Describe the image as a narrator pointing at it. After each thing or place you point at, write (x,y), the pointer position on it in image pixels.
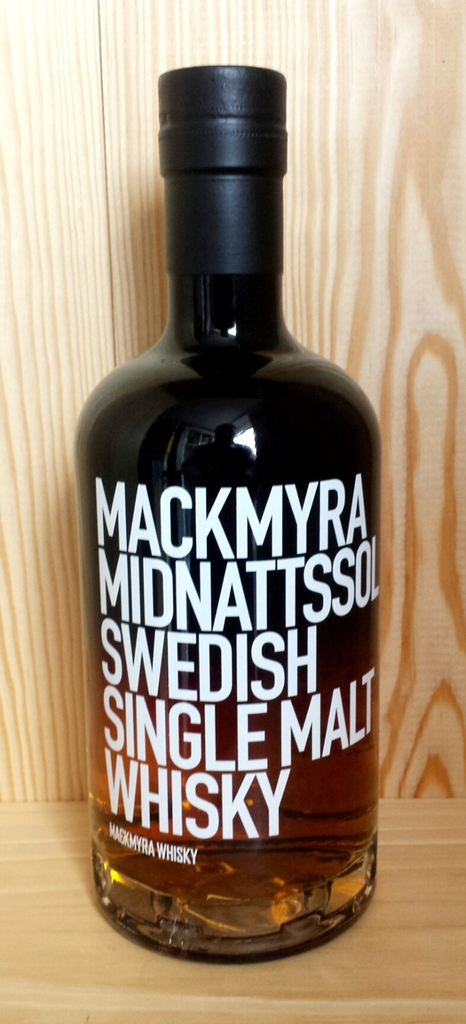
In this image there is a bottle (220,289). It is black in color. In that there is a whiskey (223,863). The bottle (303,399) is kept in a wooden rack (236,60).
